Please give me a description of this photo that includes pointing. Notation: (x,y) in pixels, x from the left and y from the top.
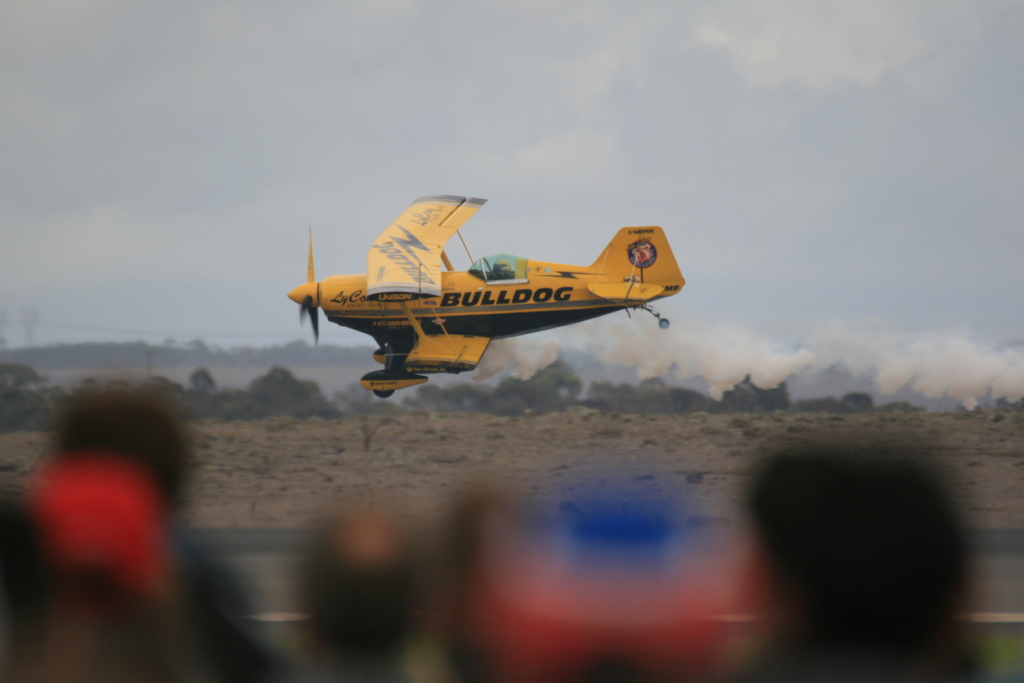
In this image I can see few people (408,576) but they are blurred. In the background (386,292) I can see an aircraft (379,312) which is in the air (178,133). In the background (307,398) I can see many trees (274,417), clouds (381,195) and the sky (175,114).
